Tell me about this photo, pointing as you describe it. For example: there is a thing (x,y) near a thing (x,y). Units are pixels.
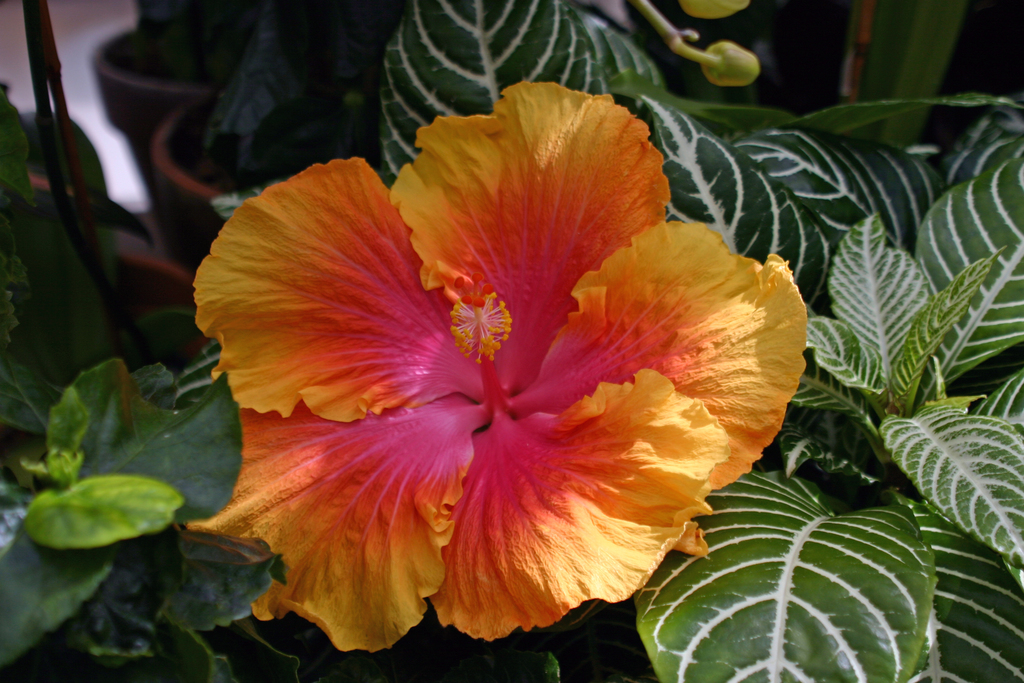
In this picture we can see the plants (992,604), flower (601,393), buds (676,50), pots (190,124). In the top left corner (109,18) we can see the floor (108,142).
